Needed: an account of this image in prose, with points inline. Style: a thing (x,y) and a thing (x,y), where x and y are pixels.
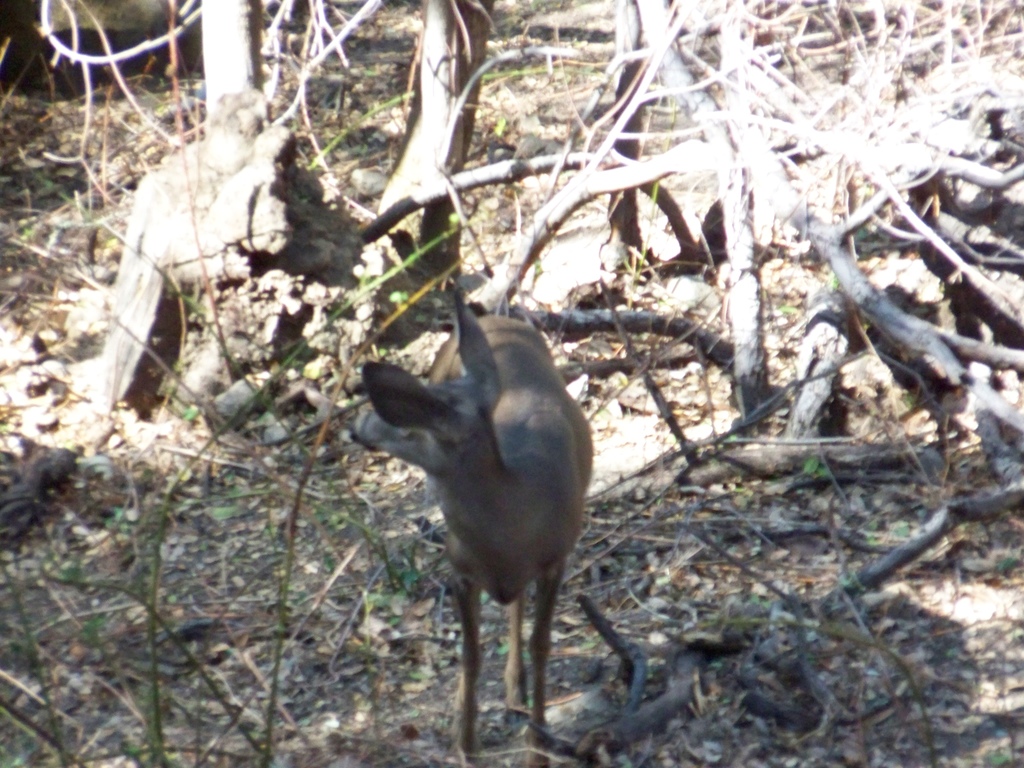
In the middle of the picture (519,385), we see a deer (509,510). At the bottom of the picture (286,554), we see the dried leaves (589,648) and twigs (860,625). There are trees (548,224) in the background (263,190). This picture might be clicked in a zoo (212,362) or in the forest (690,466).
